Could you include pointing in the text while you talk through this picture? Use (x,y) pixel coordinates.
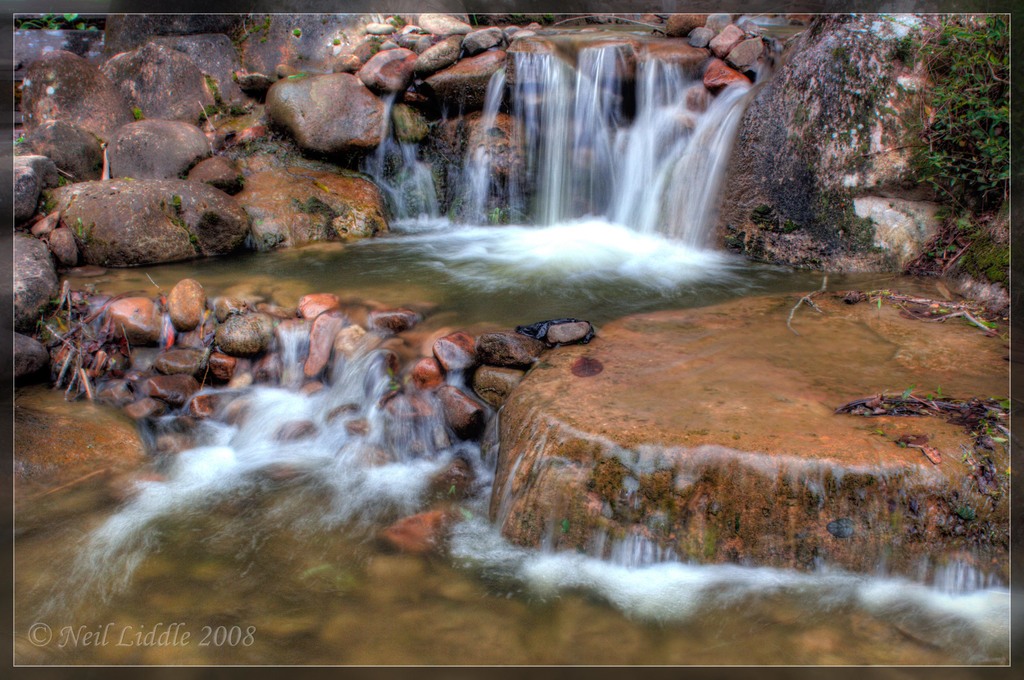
In this image we can see waterfall (588,220), stones (314,188) and on the left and right side we can see plants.
